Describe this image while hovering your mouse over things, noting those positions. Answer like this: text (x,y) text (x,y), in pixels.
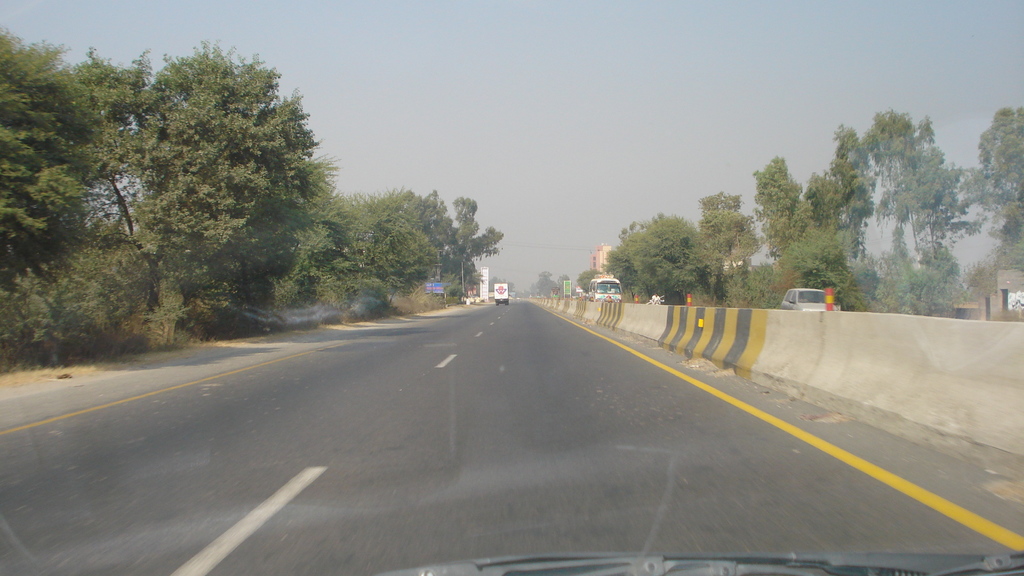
In this image I can see a road (397,391) with white and yellow color lines (286,502). On the road (476,435) there are few vehicles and a divider (861,398) of the road (710,378) can be seen. To the side of the road (496,309) there are few Boards (436,288), trees (408,227), and the sky (607,96).
